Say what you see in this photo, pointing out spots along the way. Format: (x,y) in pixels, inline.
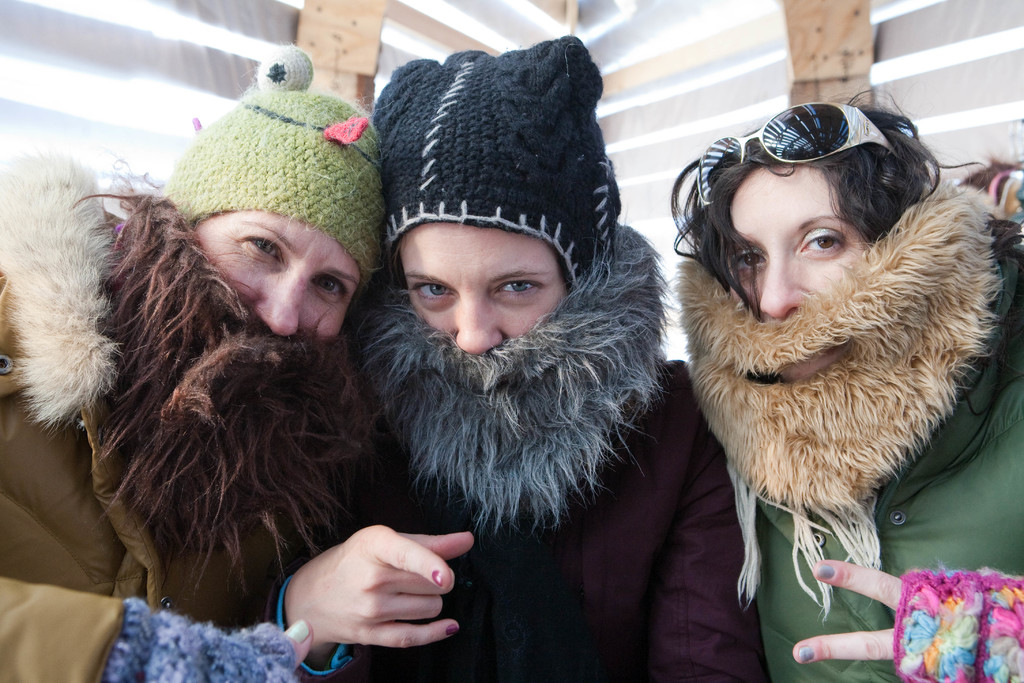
In this image I can see three persons (441,357).
